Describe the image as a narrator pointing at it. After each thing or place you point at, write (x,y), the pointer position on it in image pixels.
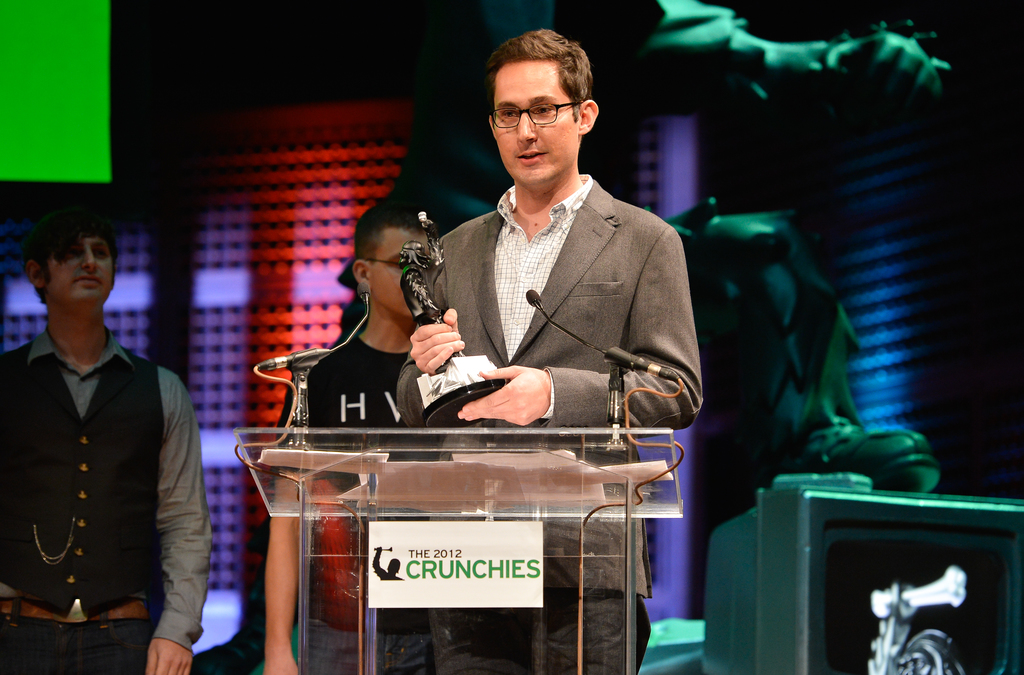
In this picture we can see a man (543,300) is standing and holding an award (444,376), there is a podium (422,430) in the front (488,588), we can see two microphones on the podium (531,437), in the background (70,322) there are two persons (112,350) standing, we can see a paper (501,578) pasted on the podium (551,564), there is some text (441,569) on this paper (452,570), it looks like a statue (724,301) in the background (739,217).
